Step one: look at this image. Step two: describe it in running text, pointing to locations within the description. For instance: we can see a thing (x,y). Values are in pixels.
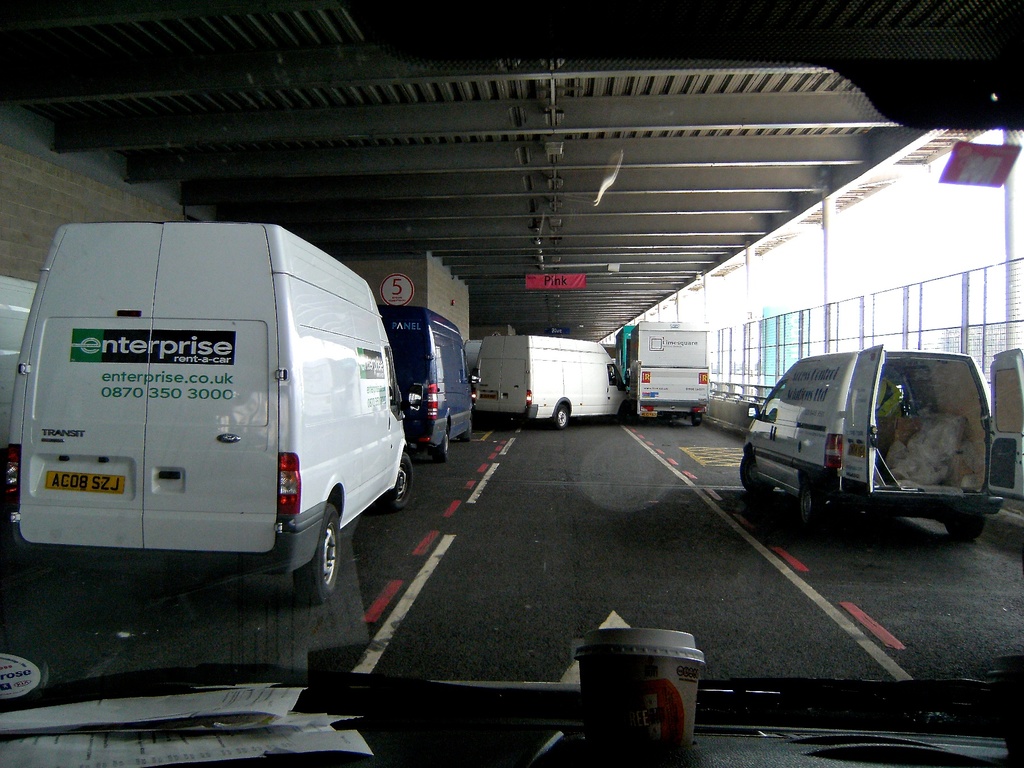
In this image we can see few vehicles (429,390), there are few papers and a cup (643,683) in the vehicle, there are few poles (825,234) and railings (957,344) on the right side (847,327) and there is a board (569,287) to the ceiling (488,143).
